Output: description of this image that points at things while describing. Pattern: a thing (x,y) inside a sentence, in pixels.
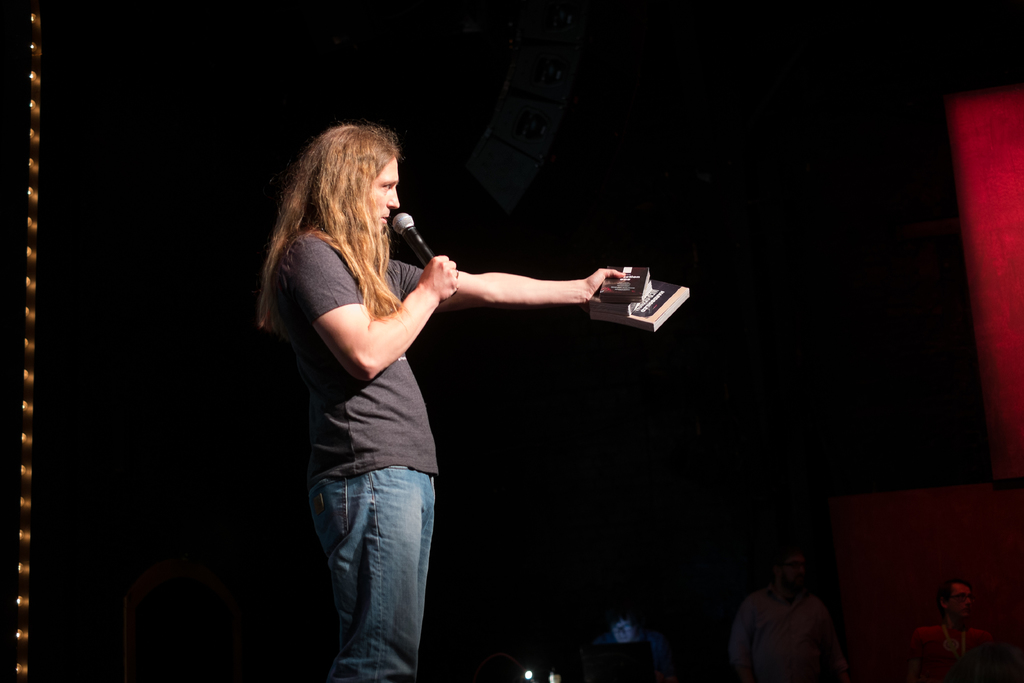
In this image In the middle (353,352) there is a man (396,398) he wear t shirt (387,396) and trouser (377,499) he is holding mic (424,251) and books (626,296). In the background (751,619) there are some people (803,625) and light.
